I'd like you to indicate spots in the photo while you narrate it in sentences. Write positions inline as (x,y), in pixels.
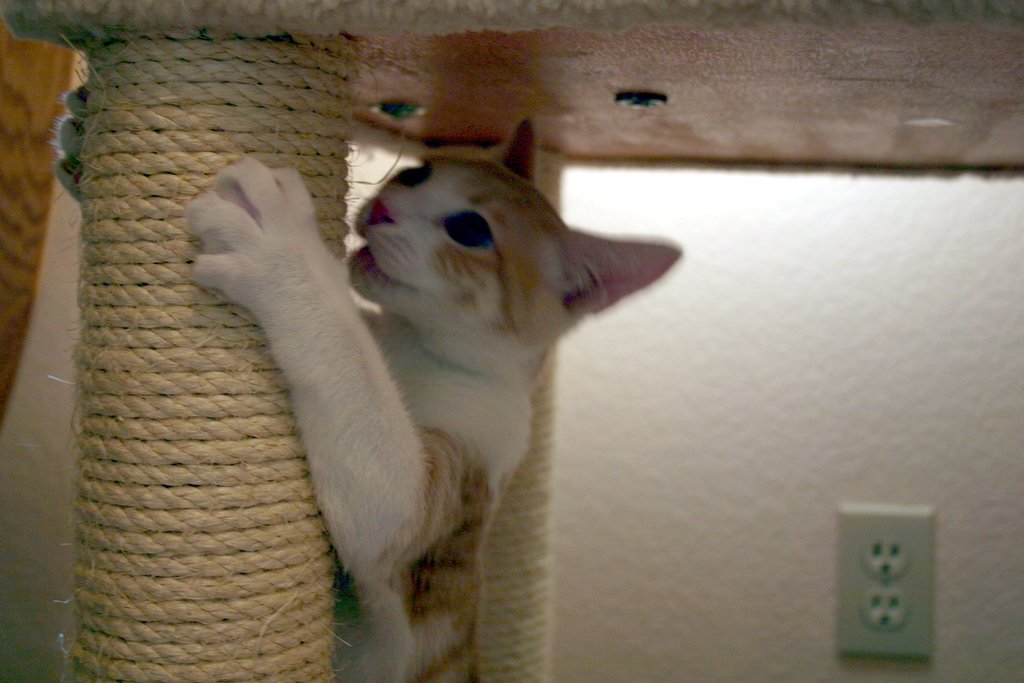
In this image there is a cat (450,433). And the cat (375,401) is holding an object (177,232) tied with rope (214,485). In the back (705,373) there is a wall (696,427). On the wall (733,464) there is a socket (907,626). And the object (518,85) is looking like a table (491,552).
